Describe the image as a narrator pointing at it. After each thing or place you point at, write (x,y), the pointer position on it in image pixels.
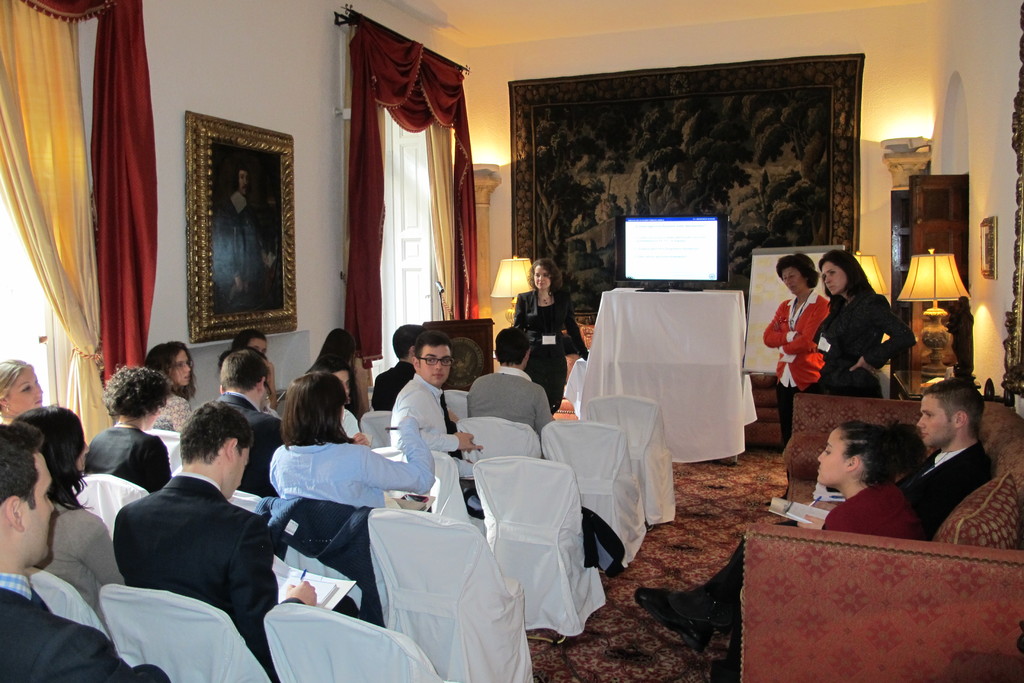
In the center of the image (428,420) we can see a few people (383,480) are sitting on the chairs (390,505) and they are holding some objects (404,502). On the right side of the image (893,450), we can see two persons (894,459) are sitting on the couch (951,566) and they are holding some objects (843,496). In the background (561,208) there is a wall (995,319), cloth (628,330), roof (596,4), monitor (664,281), board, lamps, curtains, photo frames (1007,339), brown color object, few people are standing and a few other objects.
